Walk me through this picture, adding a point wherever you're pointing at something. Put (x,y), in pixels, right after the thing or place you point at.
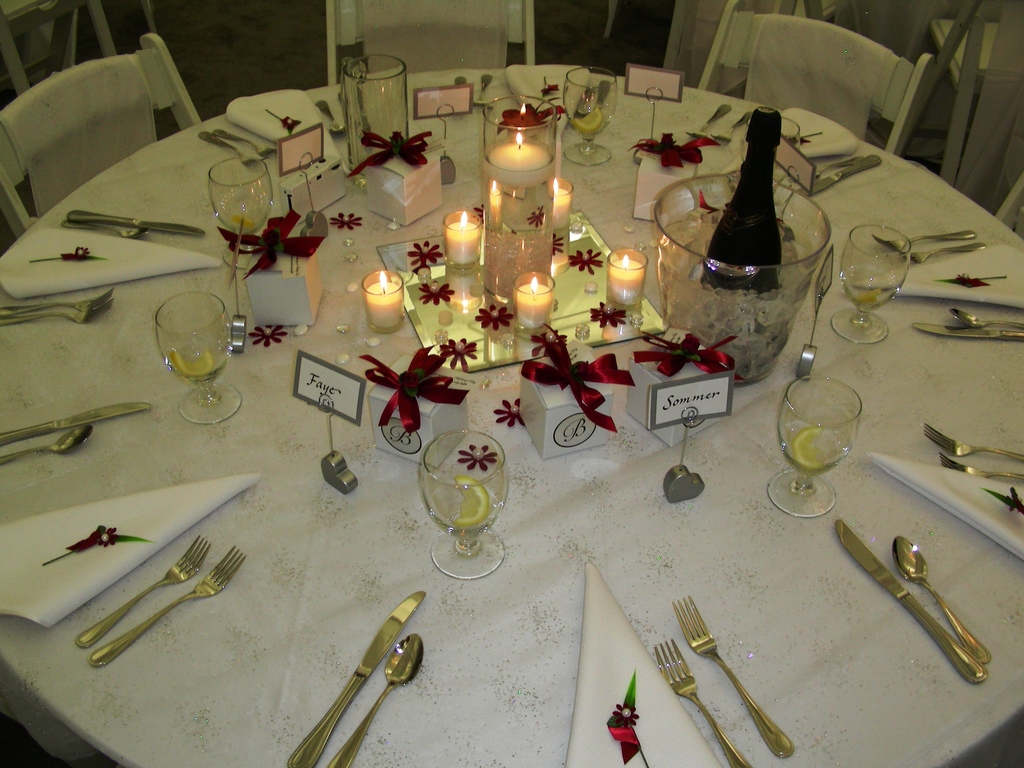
We can able to see chairs (132,109) and table (157,421). On this table (703,438) there are candles (527,299), bottle (740,268), glasses (796,401), gift boxes (568,384), cloth (148,264), knife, spoon (395,663), fork (688,637) and container (760,357).
